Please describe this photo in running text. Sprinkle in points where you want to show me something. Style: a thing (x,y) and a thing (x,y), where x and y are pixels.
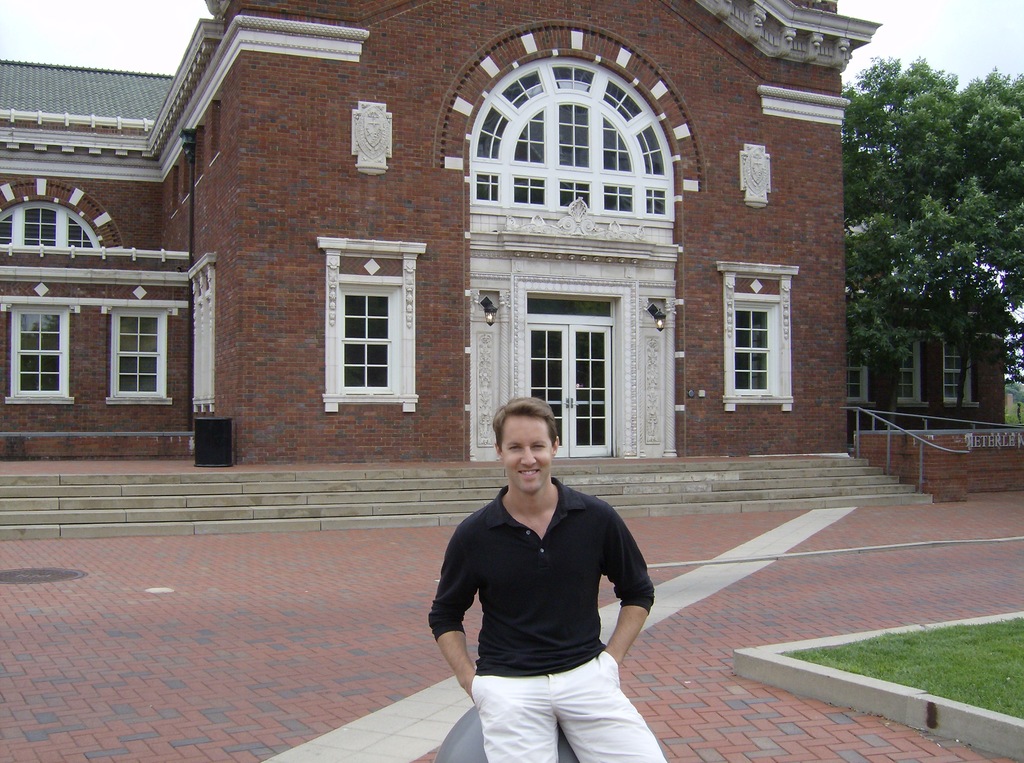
In this image, in the middle (518,508), we can see a man (470,534) wearing a black color shirt (488,581) is sitting. In the background (355,296), we can see a building (589,383), door (526,395), glass windows (957,377), trees (972,342) on the right side (959,396). At the top (88,62), we can see a sky (102,34), at the bottom (909,519), we can see a grass (991,627) and a land (33,546).
